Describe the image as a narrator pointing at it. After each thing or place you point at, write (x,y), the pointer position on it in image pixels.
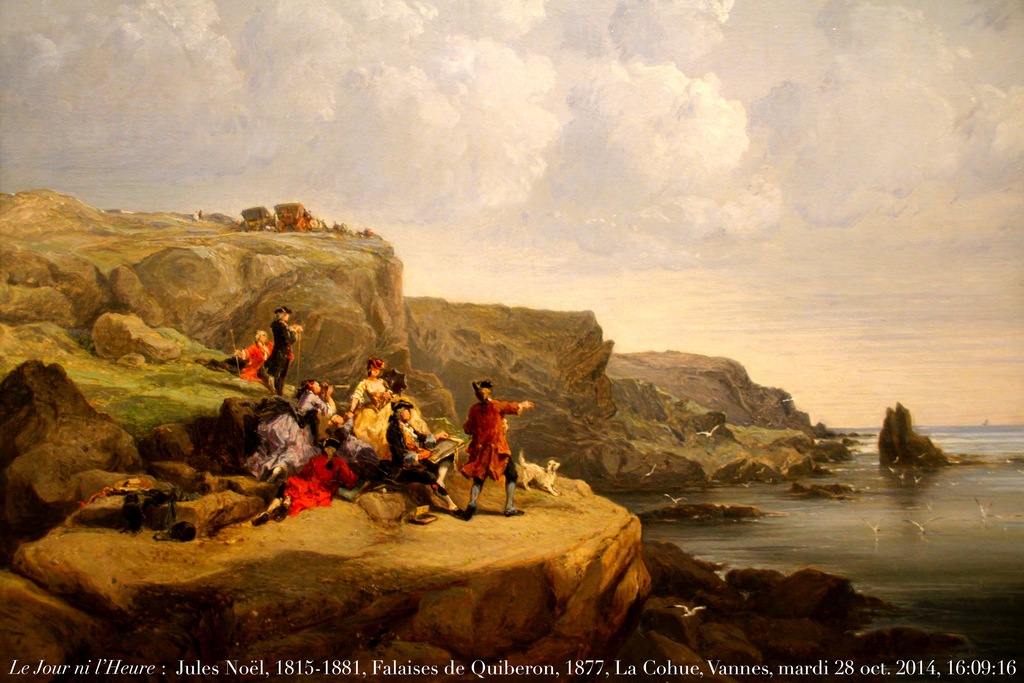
This is the picture of the painting. In this picture, we see many people (362,461) are sitting on the rocks (508,521). We see two men (478,475) are standing. Beside them, we see a white dog (541,471). On the right side (830,519), we see water (861,545) and this water (861,545) might be in the lake (948,560). We see many birds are flying. In the background (690,354), we see the rocks (708,372) and the hills (708,372). At the top (544,91), we see the sky (551,109).
